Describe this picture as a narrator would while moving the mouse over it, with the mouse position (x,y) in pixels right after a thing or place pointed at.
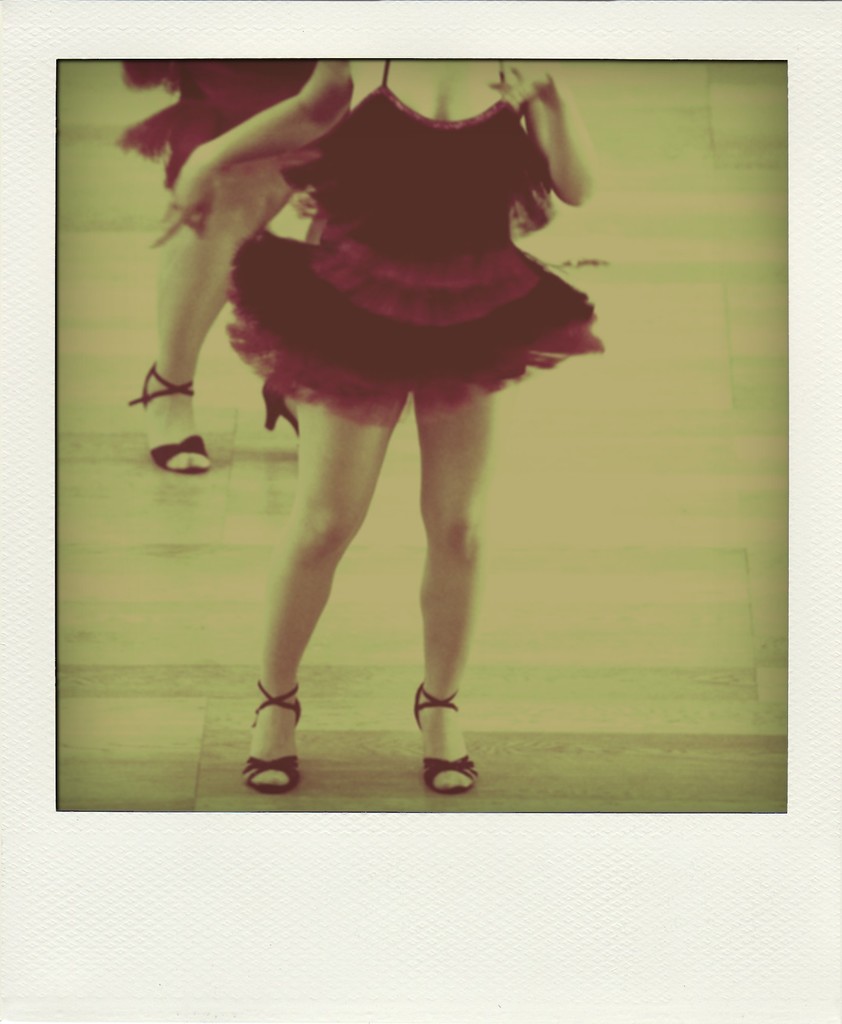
This is an edited image, where there are two persons (272,344) standing with heels (462,764) and frocks (407,261), on the floor (389,725).
